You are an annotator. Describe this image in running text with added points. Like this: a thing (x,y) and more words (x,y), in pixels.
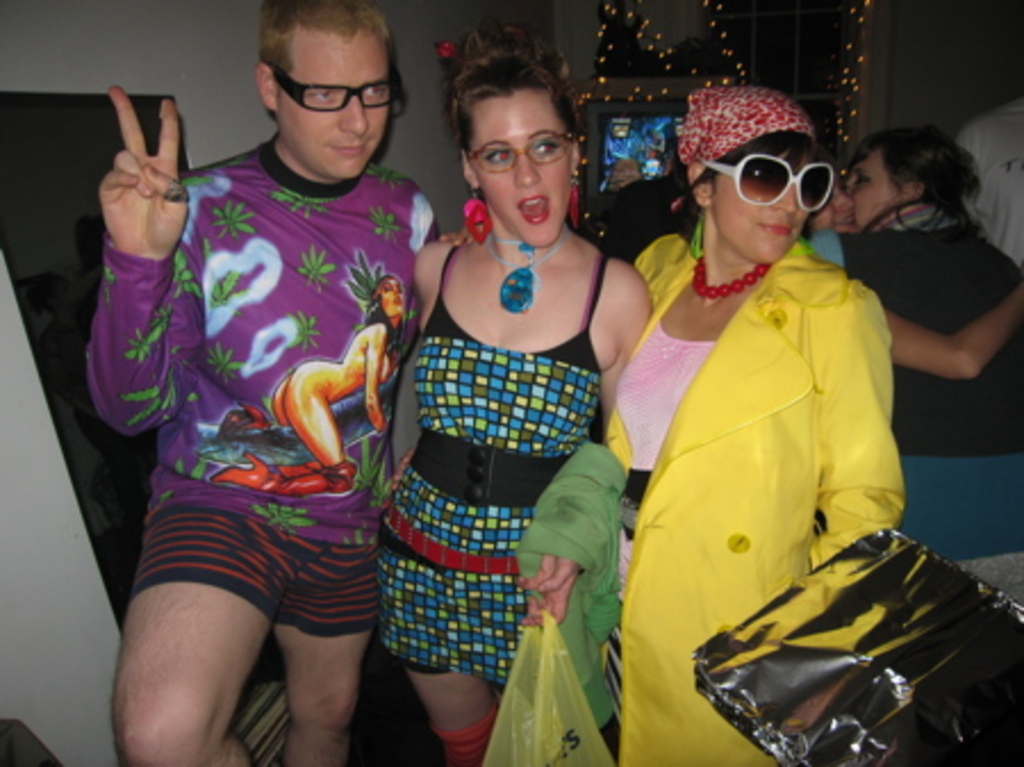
There are three people (502,456) standing and middle woman (493,597) holding a cover (519,689) and cloth (575,452). In the background (561,23) we can see wall (397,33), people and decorative lights (727,81).
